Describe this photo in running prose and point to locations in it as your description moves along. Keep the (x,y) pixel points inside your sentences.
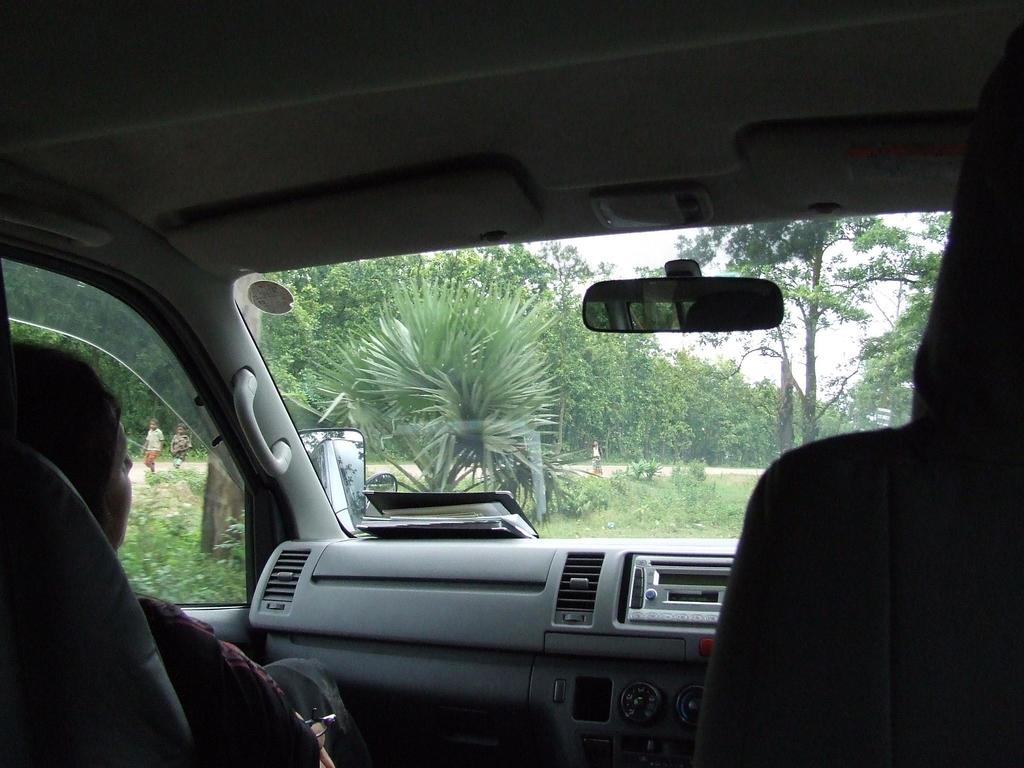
In the image we can see a vehicle (7,540), in the vehicle (22,547) there are people (125,514) sitting, this is a mirror (727,286), tree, grass (655,492), sky (845,326) and a road (394,467). We can even see there are people (179,436) standing, wearing clothes (149,432).
